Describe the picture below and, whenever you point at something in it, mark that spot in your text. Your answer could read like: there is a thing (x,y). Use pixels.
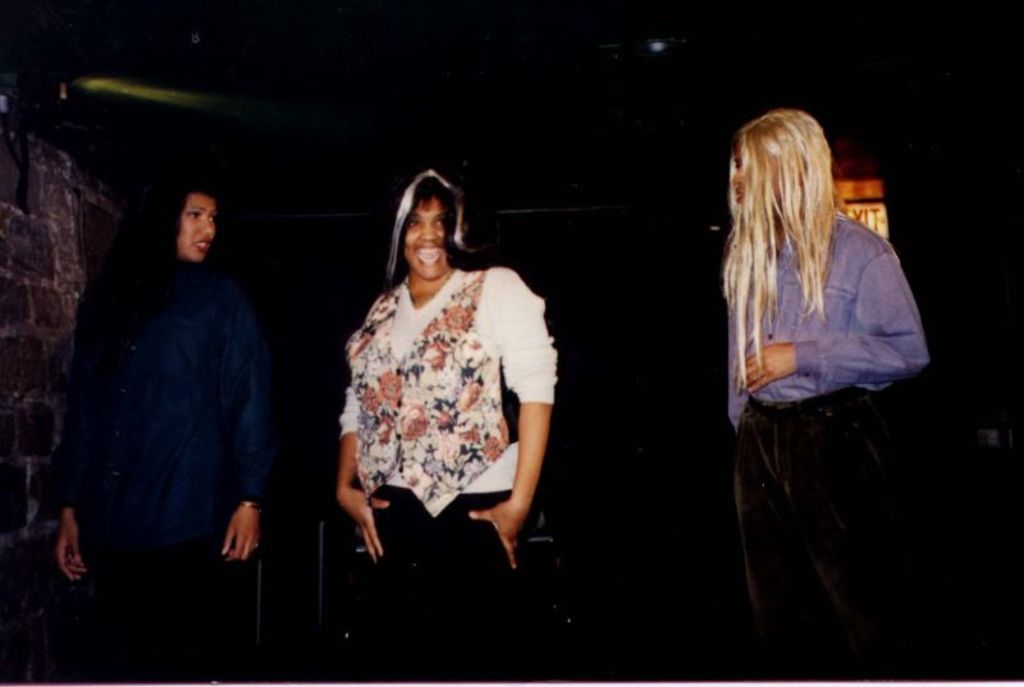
In this image we can see three women (251,415) standing. one woman (244,415) is wearing a blue shirt (233,418) and one woman (459,365) is wearing a white shirt (498,329).
